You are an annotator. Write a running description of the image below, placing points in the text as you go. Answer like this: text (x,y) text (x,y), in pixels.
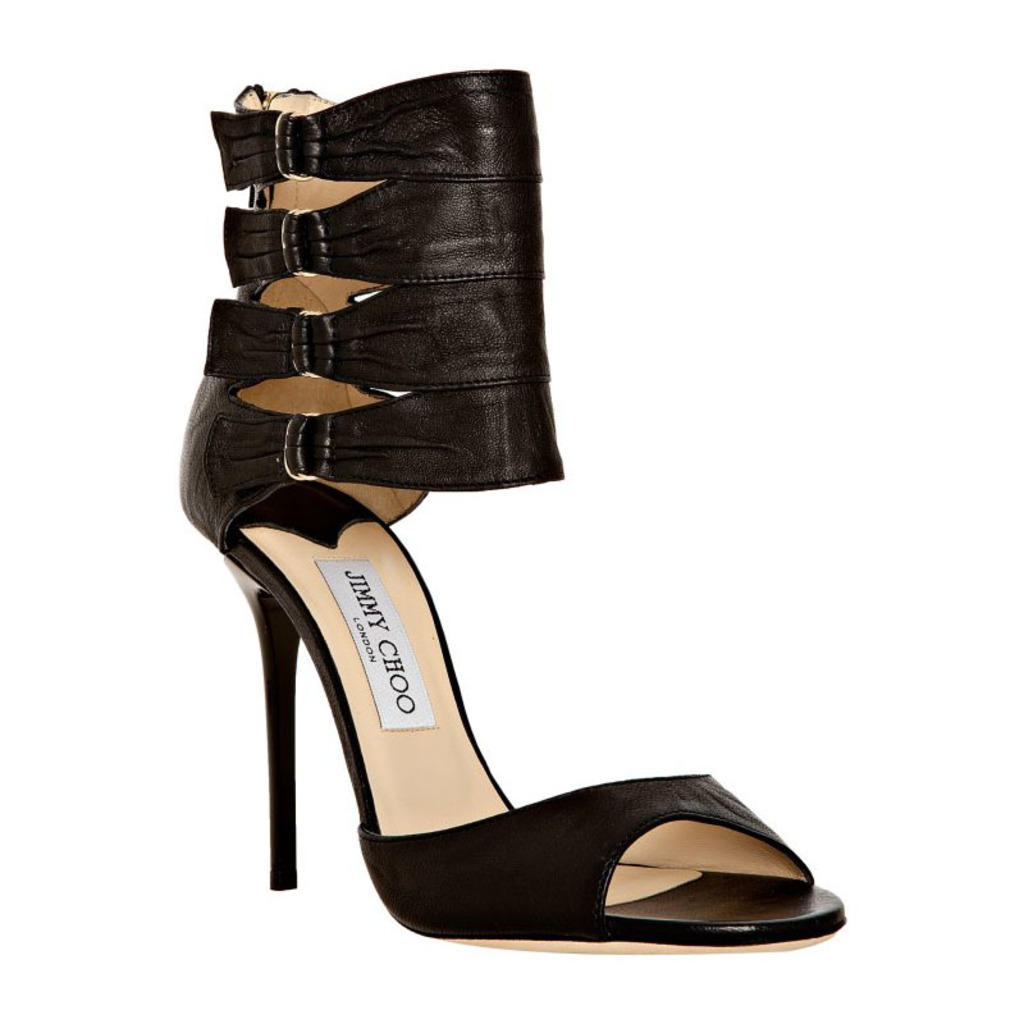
In this picture I can see a women's footwear (381,206) that is black in color and I can see a white color background (459,1008).
